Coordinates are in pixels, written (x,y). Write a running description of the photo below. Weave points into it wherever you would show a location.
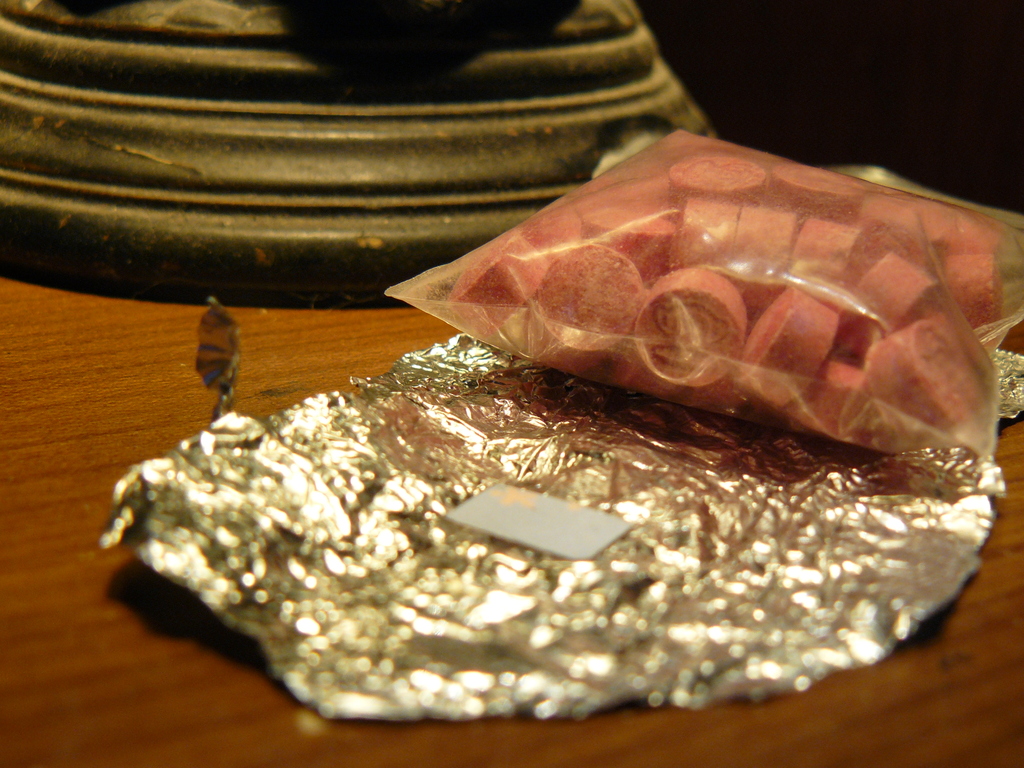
In this image I can see the aluminium foil (567,493) and I can also see few objects (796,350) in the cover (694,249). In the background (271,186) I can see some object (300,218) and these are all on the brown color surface (180,735).
